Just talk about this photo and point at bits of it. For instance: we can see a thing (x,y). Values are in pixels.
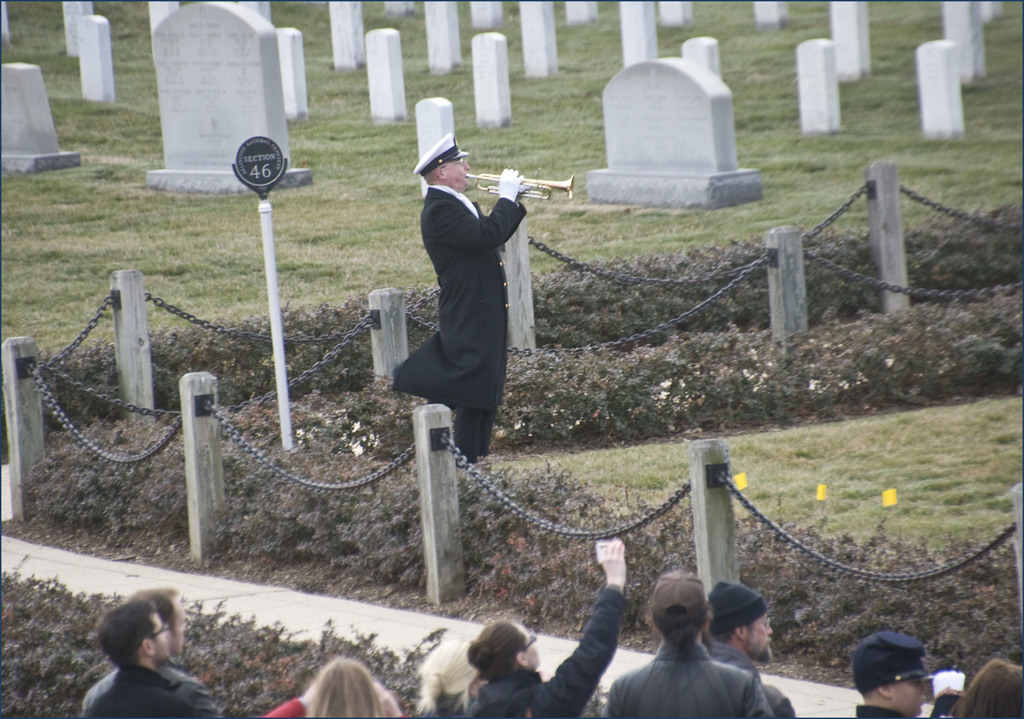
In this image I can see the group of people (456,688) with different color dresses (570,697). I can see one person (457,257) with the trumpet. On both sides of the person (496,404) I can see the plants (408,492), pole (440,515) and the chain fence (390,466). In the background (96,309) I can see the cemetery (554,95).
